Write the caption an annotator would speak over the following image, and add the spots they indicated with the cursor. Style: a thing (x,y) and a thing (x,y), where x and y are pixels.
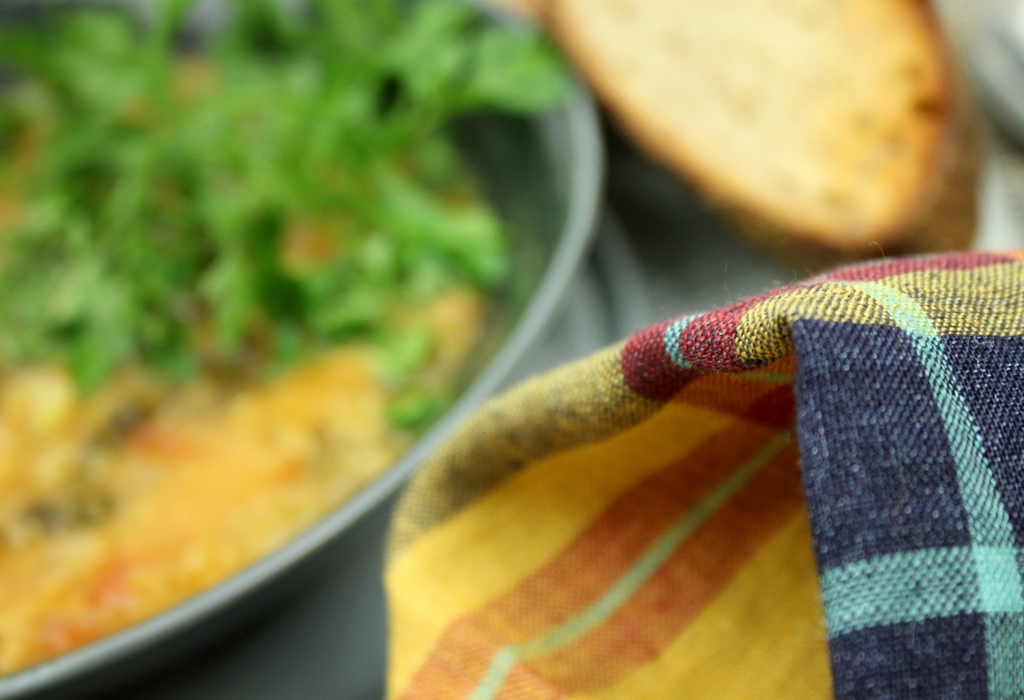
In this image we can see a cloth (877,420). In the background (528,155) it is blurry and we can see a plate (312,424) with food item (406,225) and an object (637,106).
